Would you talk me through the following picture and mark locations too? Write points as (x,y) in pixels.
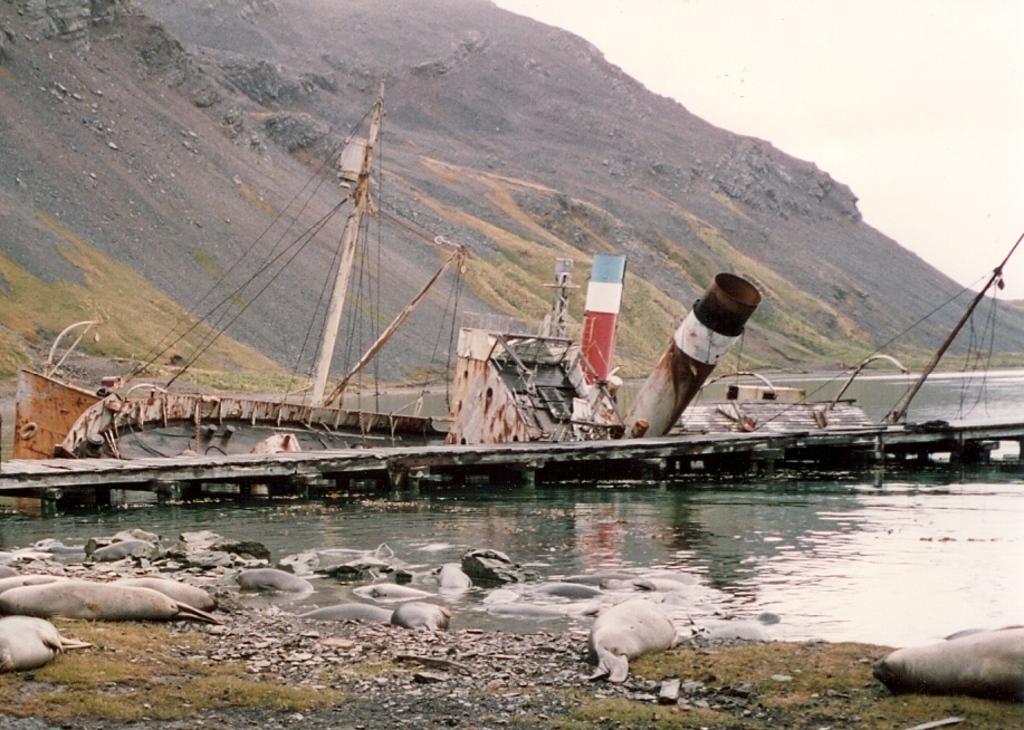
In this picture we can see a boat (471,355) in water (656,555). There are some sea animals (644,611) in water (693,587) and on the path (132,636).
